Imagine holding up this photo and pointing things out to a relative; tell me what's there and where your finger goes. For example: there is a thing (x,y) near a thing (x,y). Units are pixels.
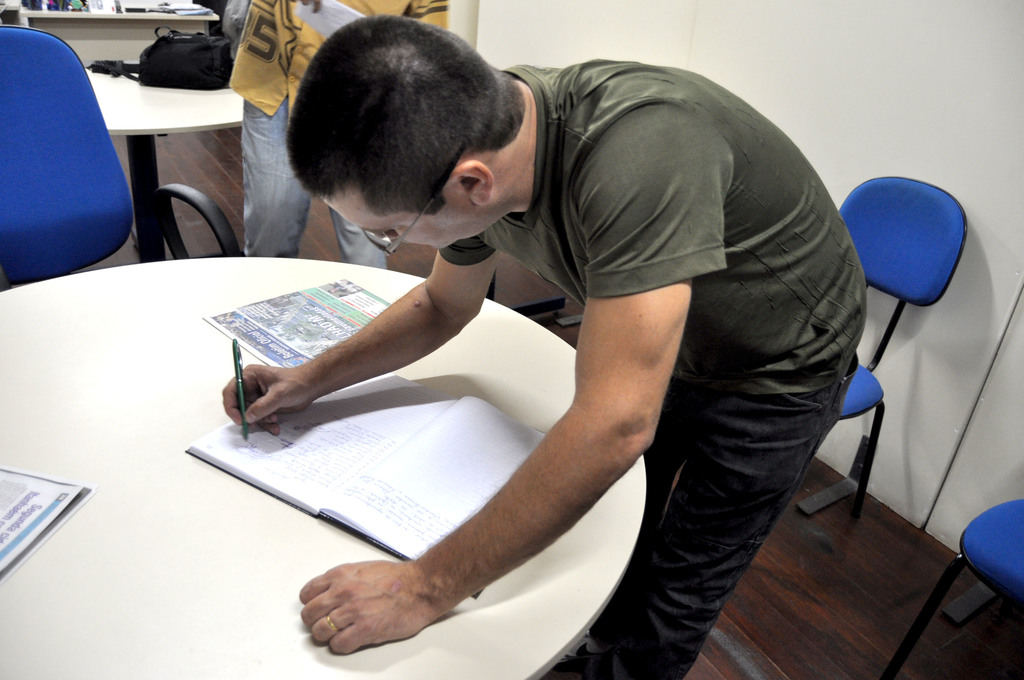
Here we can see a man (326,176) who is writing on the book (396,450). He has spectacles (387,246). This is table (157,561). On the table (144,492) there are papers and book (385,451). This is floor (874,581) and there are chairs (17,142). Here we can see a man (415,1) and this is wall (916,82). There is a bag (213,88) on the table (174,123).
